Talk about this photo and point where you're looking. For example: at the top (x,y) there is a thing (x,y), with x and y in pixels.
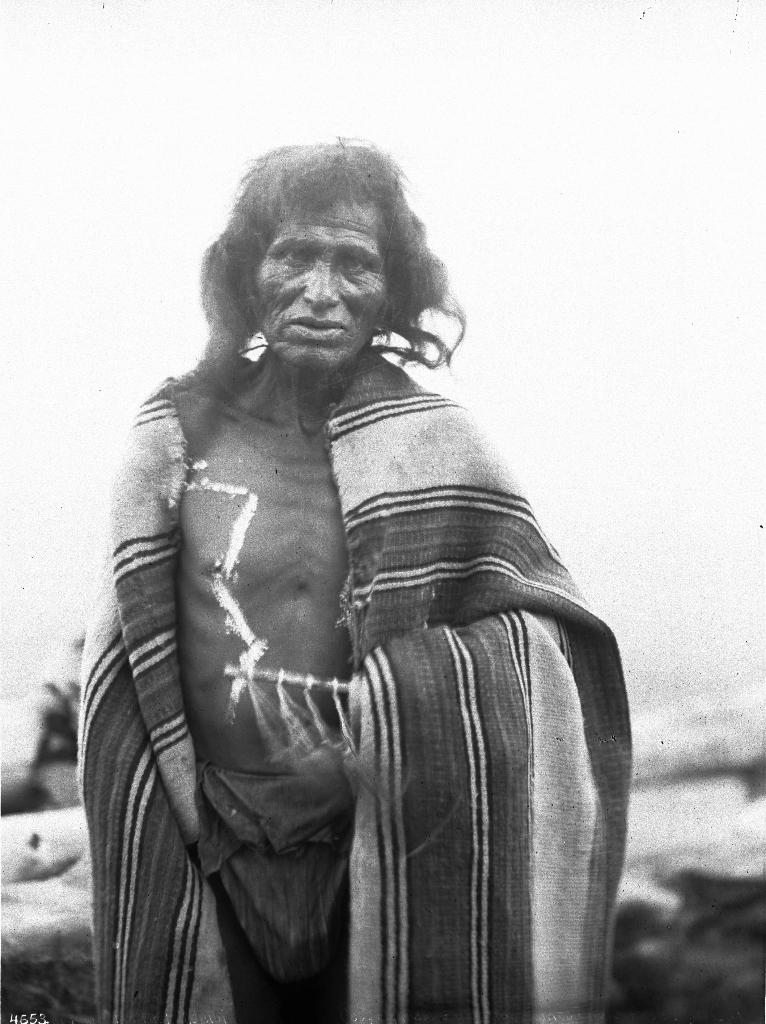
In this black and white picture we see an old man (147,984) covered with a shawl (382,506), standing and looking at someone.
